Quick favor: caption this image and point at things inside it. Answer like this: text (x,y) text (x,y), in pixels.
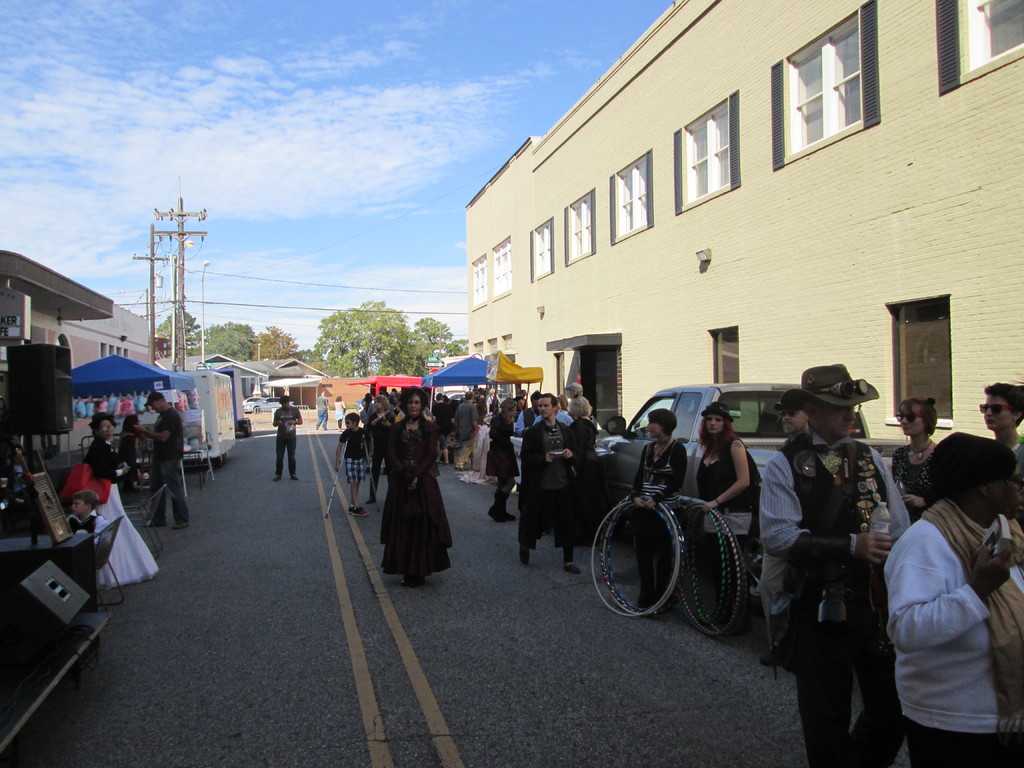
In the center of the image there is a road (492,495). There are people (519,432). There are vehicles (208,428). There are stalls (171,397). To the right side of the image (707,362) there is a building (603,173) with windows (900,326). In the background of the image (329,341) there are trees (423,328), electric poles (172,288) and wires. There is sky (322,195) with clouds (237,125). To the left side of the image (23,277) there is a house (35,333).
